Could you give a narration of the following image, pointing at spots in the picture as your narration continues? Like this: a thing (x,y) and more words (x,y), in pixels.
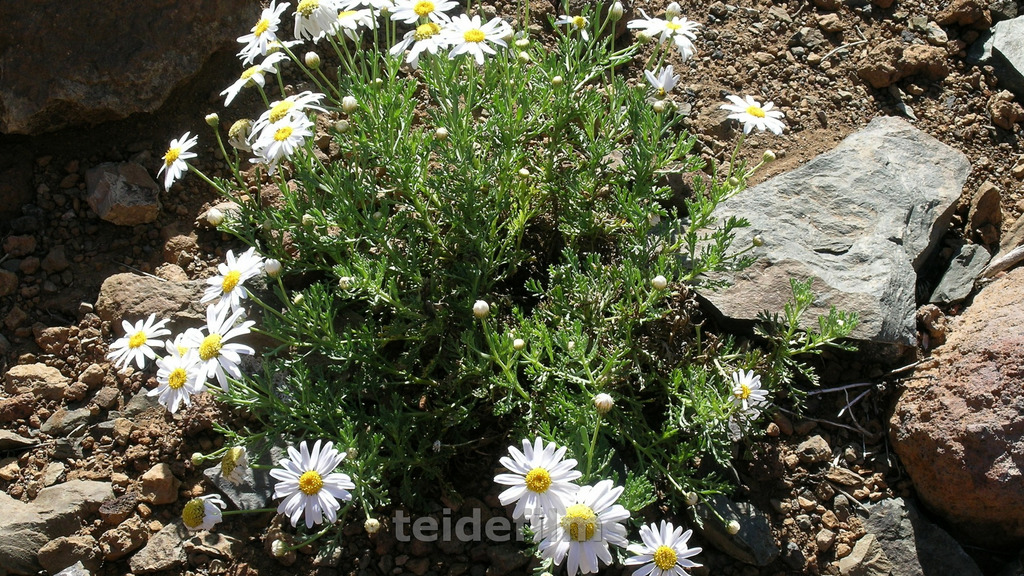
In this picture we can see plants (353,233), flowers (254,65), rocks (1023,318) and stones (821,114).
